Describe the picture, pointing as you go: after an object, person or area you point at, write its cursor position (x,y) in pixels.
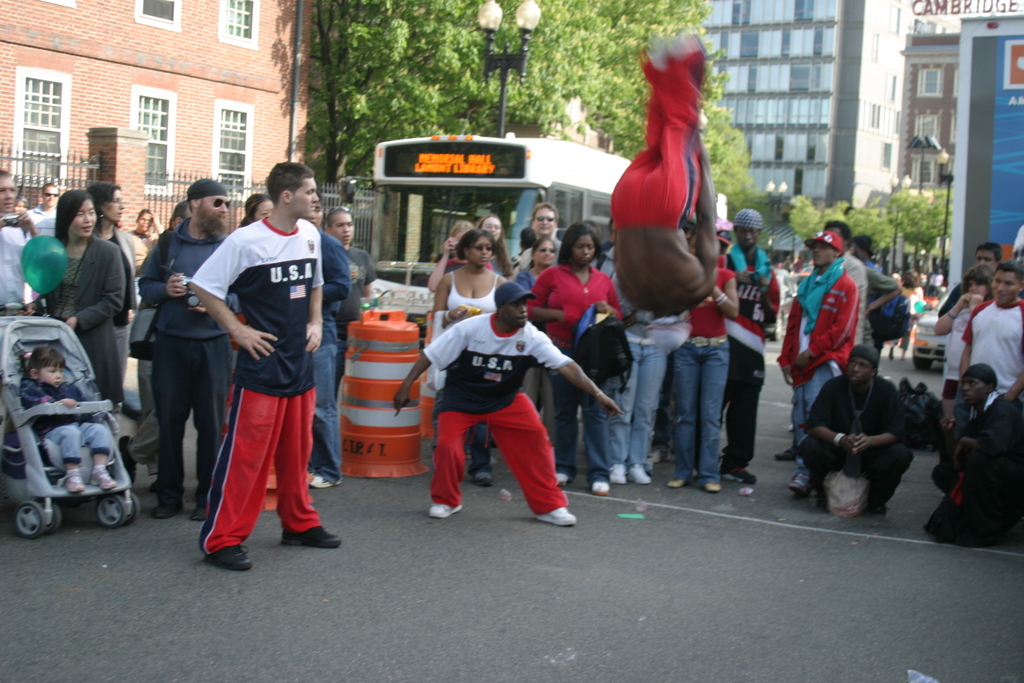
In this image we can see many people (816,341). Some are wearing caps (518,291). There is a child (68,457) on a stroller (88,382). Also there is a balloon (49,279). And there is a traffic object (384,391). In the back (437,178) there is a bus (495,148). In the background (610,90) there are trees (460,85), buildings (185,120) with windows (749,50). Also there is a light pole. And there is a railing (73,180).
